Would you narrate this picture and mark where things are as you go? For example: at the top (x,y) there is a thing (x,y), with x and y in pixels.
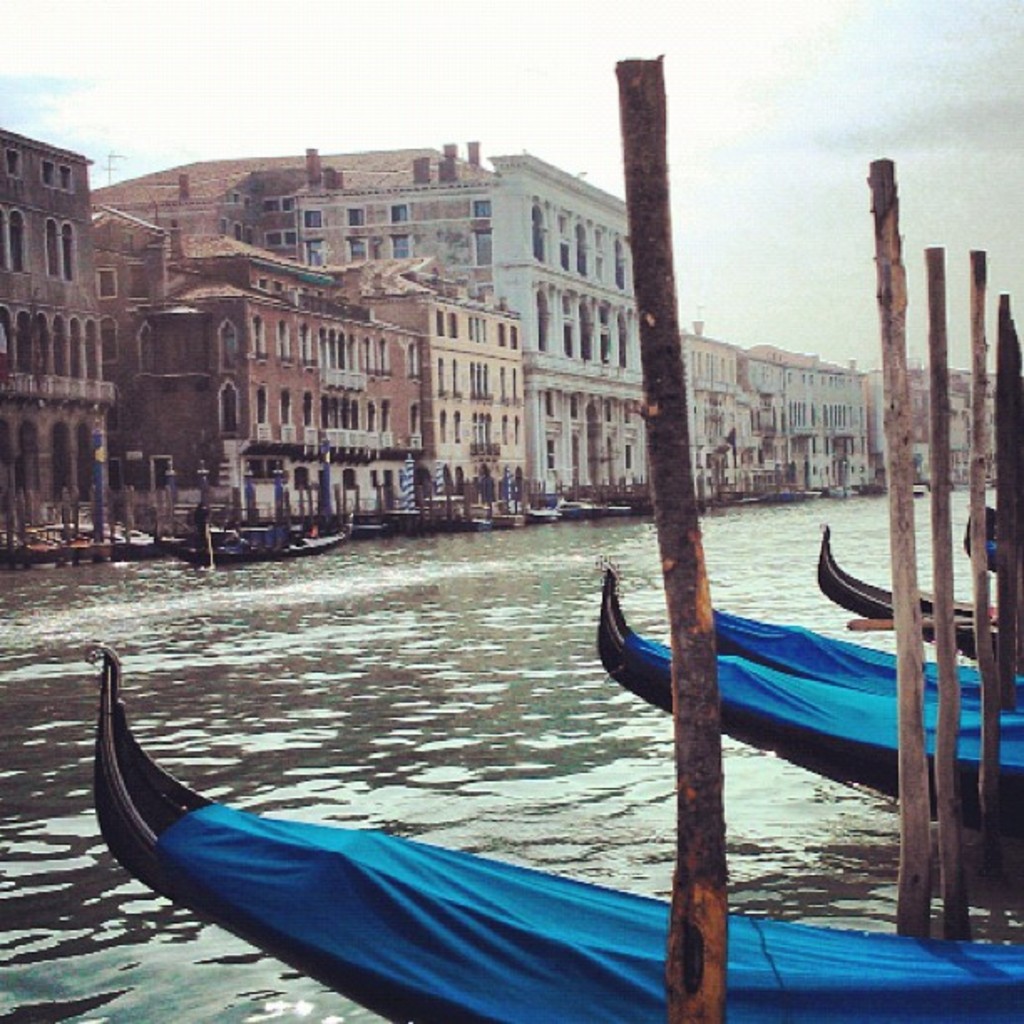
In the image in the center (574,624), we can see poles (711,684), boats (760,712) and water (584,767). On the boats (256,913), we can see blue curtain (730,634). In the background (788,31) we can see the sky (801,91), clouds (801,72), buildings (448,347), boats (78,548) etc.
